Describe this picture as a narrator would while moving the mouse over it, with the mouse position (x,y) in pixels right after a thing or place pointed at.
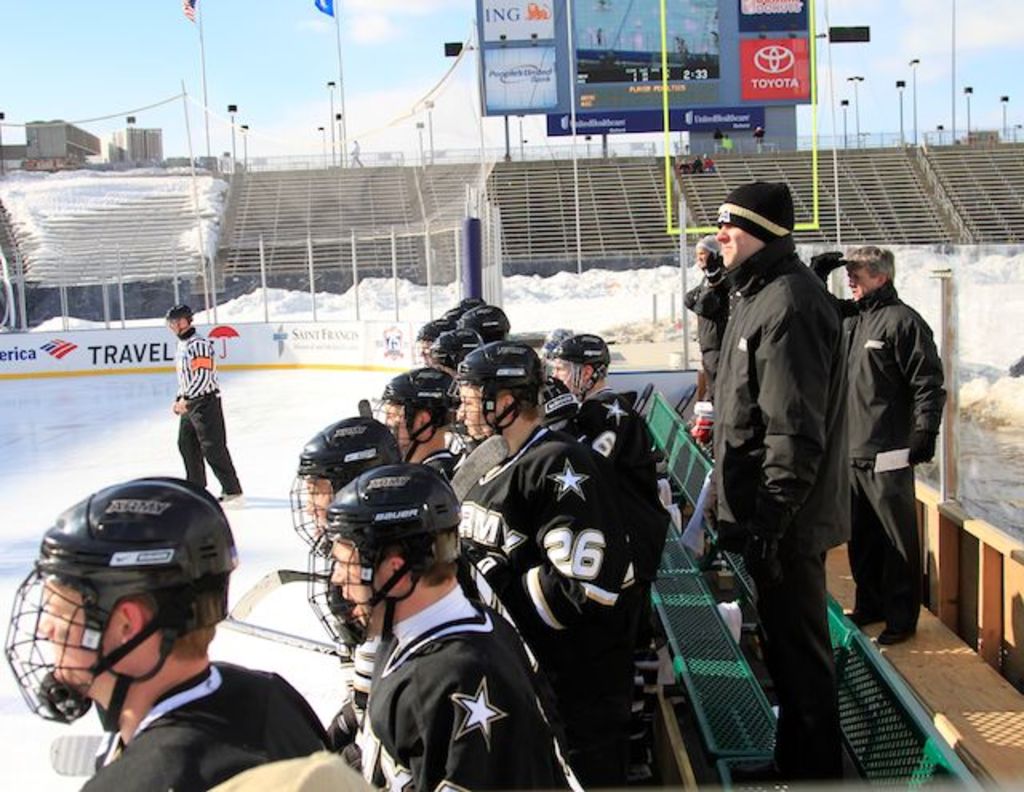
In this picture I can see few people (344,471) they wore helmets (404,409) on their heads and a man (789,460) standing on the bench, he wore a cap (757,213) on his head (747,248) and few people (544,378) standing on the side and I can see few boards (555,87) with some text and a man (205,439) standing and he wore a helmet (188,310) on his head (185,324) and he looks like a umpire (203,415) and I can see hoardings (160,362) with some text (341,335) and couple of flag poles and buildings (135,152) and a blue cloudy sky (336,49) and I can see snow (400,285) and few poles (667,107).
